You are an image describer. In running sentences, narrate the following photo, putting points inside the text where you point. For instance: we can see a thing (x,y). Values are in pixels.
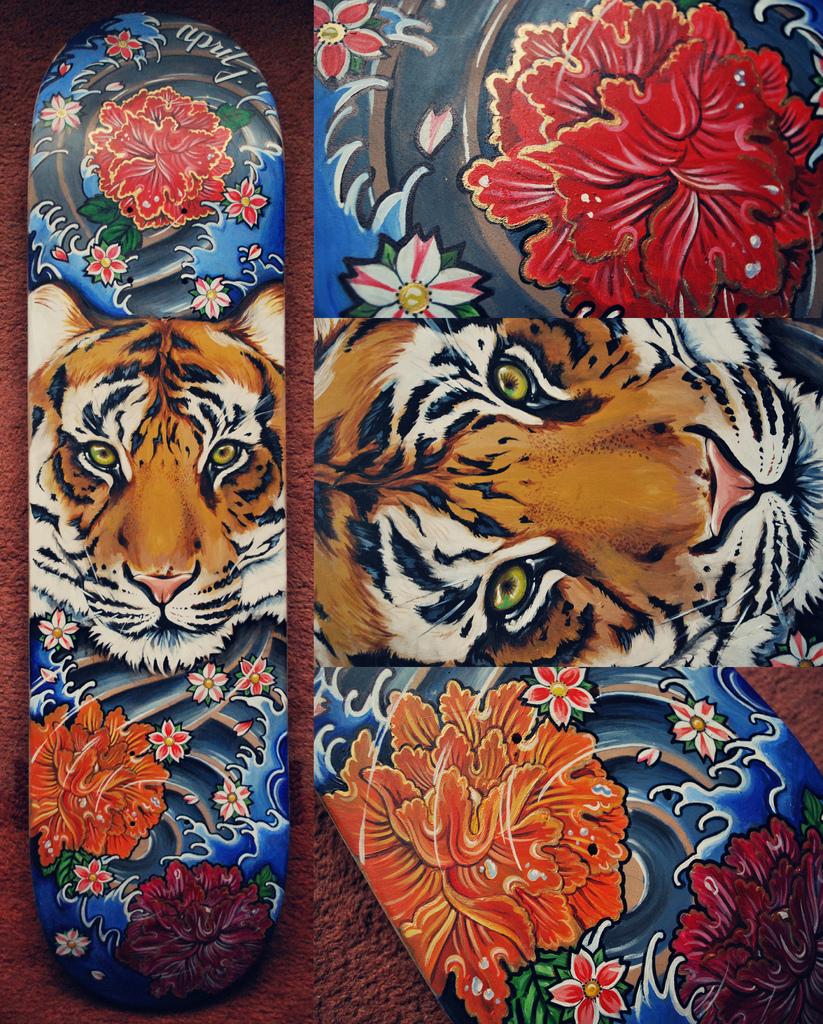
The picture consists of skateboards (791,330), on the skateboards (529,370) there are floral designs (625,162) and tiger (414,501).
